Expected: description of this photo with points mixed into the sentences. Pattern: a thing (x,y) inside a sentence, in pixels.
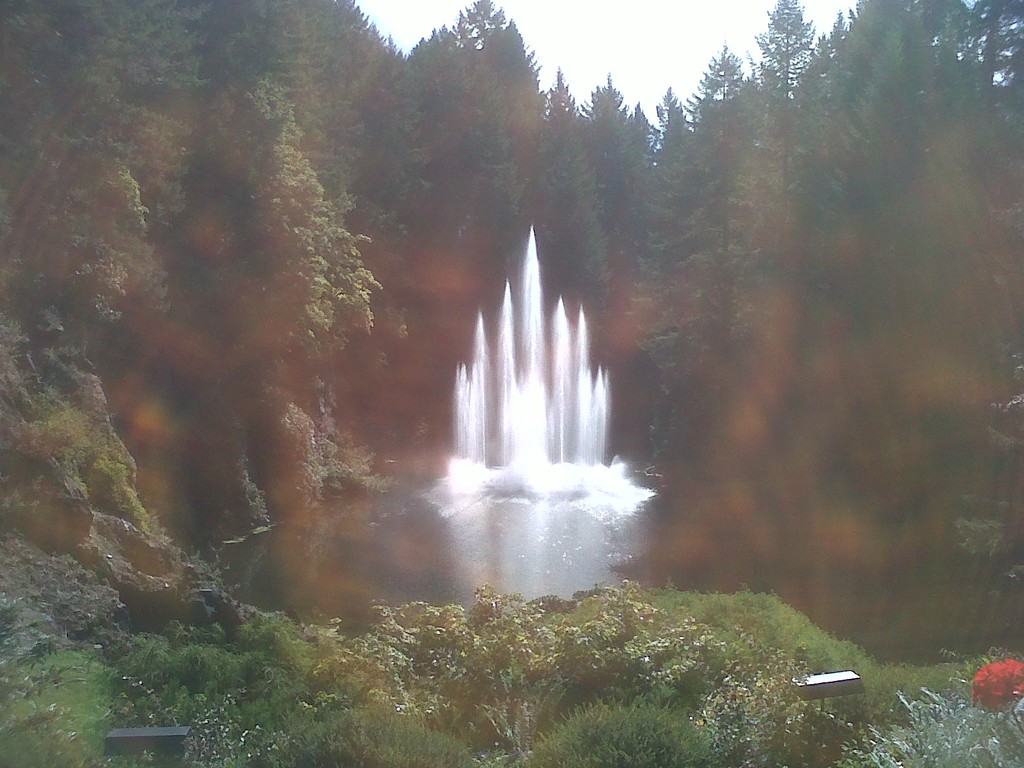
This image consists of a fountain (480,506). At the bottom (486,703), there are small plants (436,688). In the background (415,195), there are many trees (816,279). At the top (572,31), there is a sky (559,28).
